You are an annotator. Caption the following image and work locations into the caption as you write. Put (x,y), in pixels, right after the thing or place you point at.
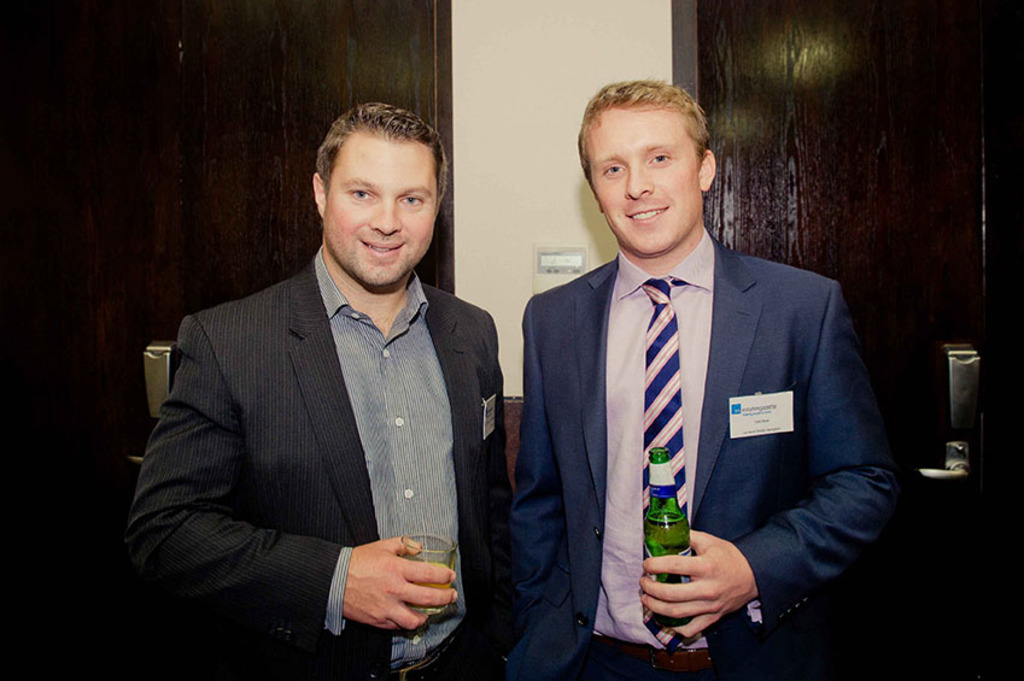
In this picture I can observe two men (583,508). Both of them are smiling. They are wearing coats (457,433). In the background (442,50) I can observe doors (783,82).
